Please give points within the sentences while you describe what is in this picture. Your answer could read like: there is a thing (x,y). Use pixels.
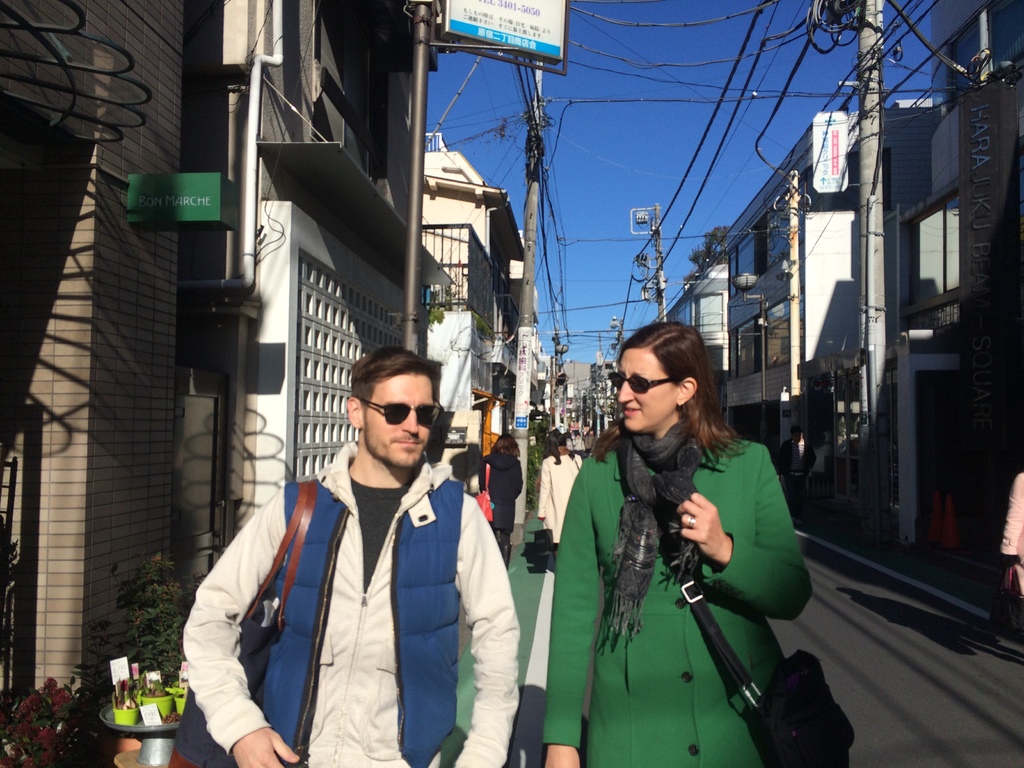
In this image on the right (711,545) there is a woman (720,563), she wears a jacket (697,651), scarf (690,463), bag (758,704). On the left (341,657) there is a man (351,588), he wears a jacket (351,624), bag (250,611), t shirt (377,522). On the right (874,243) there are buildings (908,213), electric poles (872,170), cables (596,239), some people (807,441). On the left (164,669) there are plants (174,610), buildings (187,565), posters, cables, people (562,435). At the bottom (881,671) there is a road (864,663). At the top (606,189) there is sky (606,203).
